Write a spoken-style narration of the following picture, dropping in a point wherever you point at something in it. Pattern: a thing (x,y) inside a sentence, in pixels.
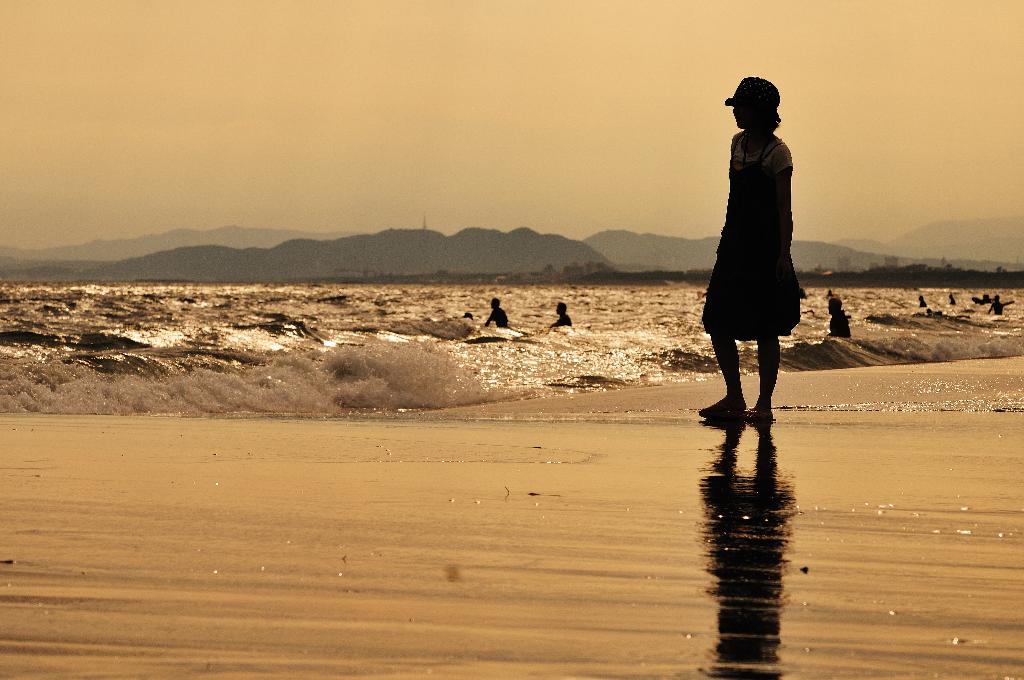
In this picture we can see some people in water (702,349) and a girl (731,221) wore a cap (763,85) and standing, mountains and in the background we can see the sky (283,178).
